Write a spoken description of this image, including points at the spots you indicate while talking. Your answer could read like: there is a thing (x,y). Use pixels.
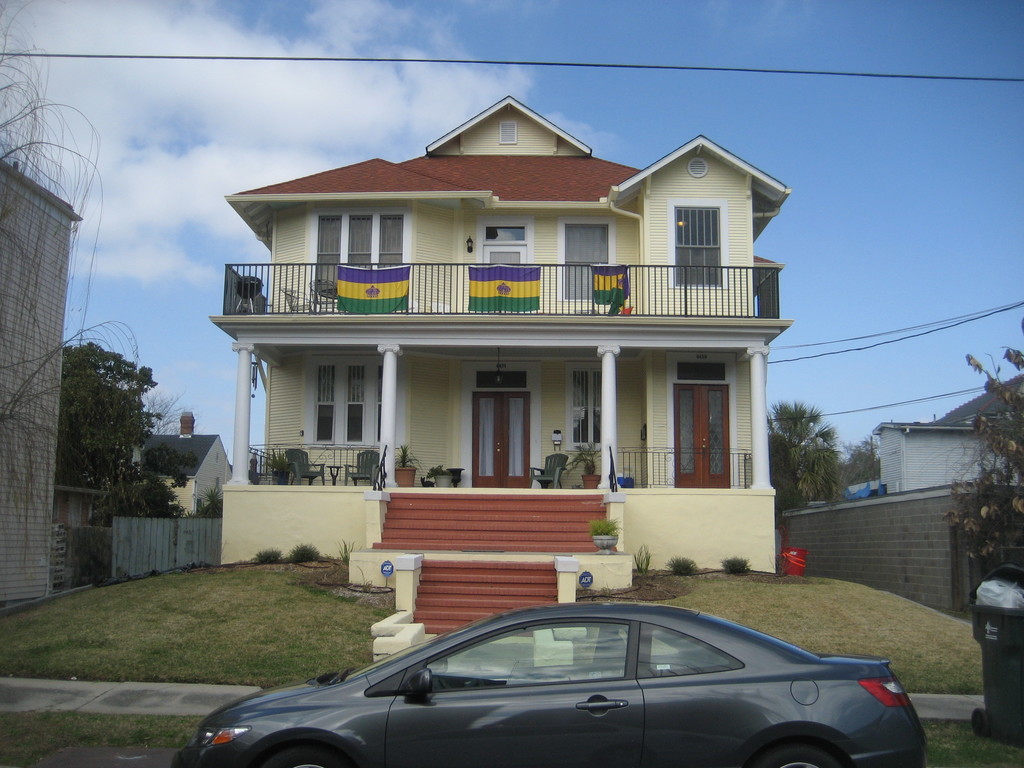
In this picture, we can see a few buildings (605,328) with windows (573,412), doors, pillars (615,362), plants (575,468) in pots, ground (776,616) with grass (818,645), stairs (441,499), trees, wires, road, vehicles (786,757), and the sky (429,94) with clouds (277,101).
